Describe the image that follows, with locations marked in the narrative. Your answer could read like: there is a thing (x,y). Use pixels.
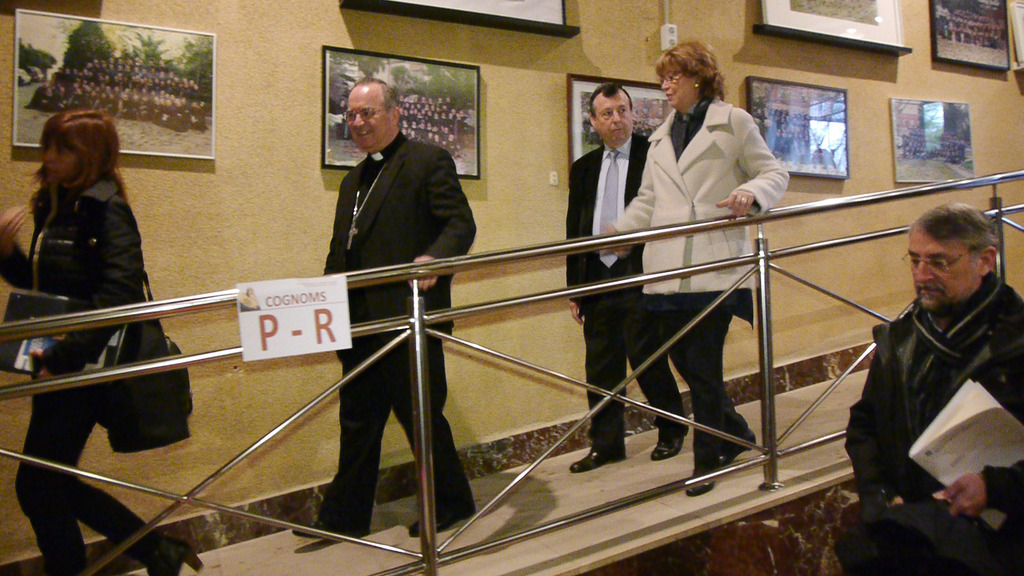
In this image there are few people (623,164) walking on the slope (558,470). There is a railing (444,274) on the slope (751,411). In the background (278,77) there is a wall (241,94) to which there are photo frames (364,58). On the right side (957,355) bottom there is a man (935,305) who is holding the book (967,446).
